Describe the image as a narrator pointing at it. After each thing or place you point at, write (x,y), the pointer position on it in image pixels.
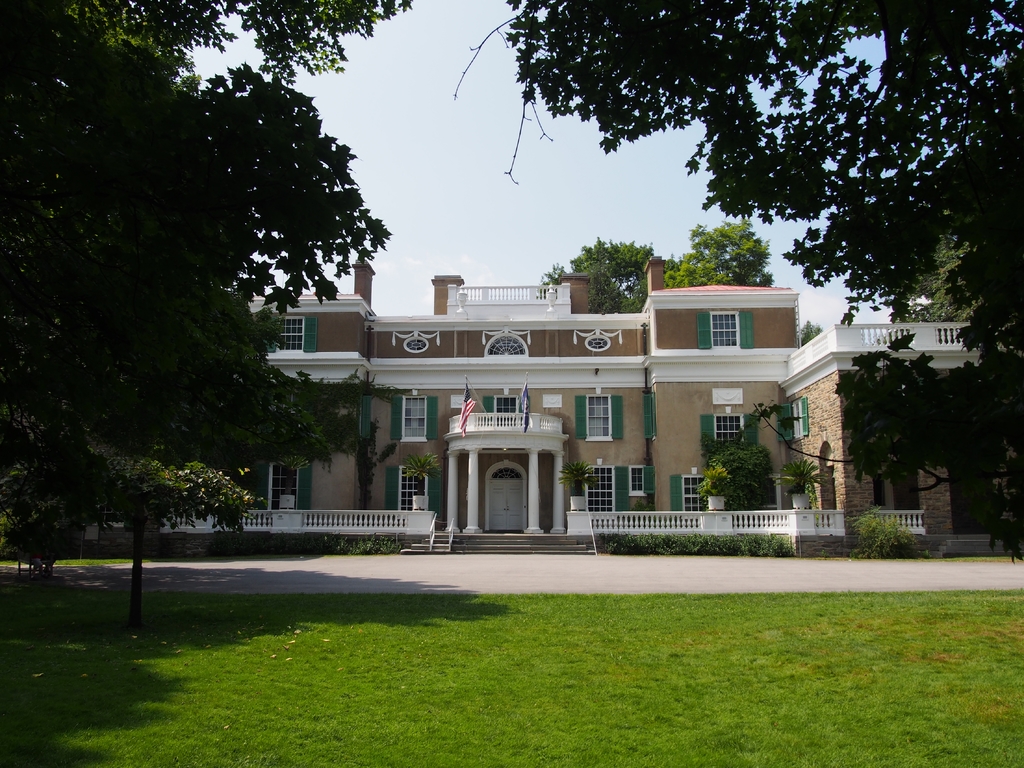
In this picture there is a building (610,401) in the center of the image (612,378) and there is grassland (983,691) at the bottom side of the image (573,600), there are trees (890,229) on the right (959,234) and left side of the image (32,46), there are flags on the building (486,354) and there is boundary (315,515) in front of the house (511,520).
